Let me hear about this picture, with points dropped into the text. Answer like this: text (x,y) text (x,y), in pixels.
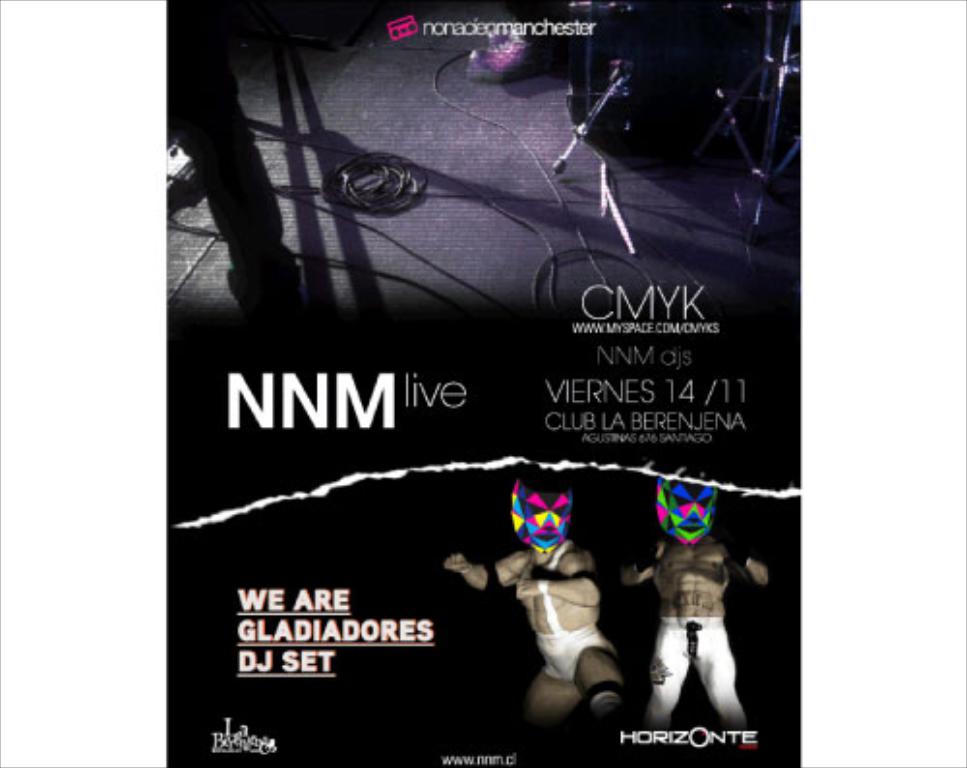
In the picture I can see the poster (456,453). On the poster (705,575) I can see two persons (681,540) on the bottom right side (686,523) and there is a mask (669,522) on their face (572,497). These are looking like cables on the floor (461,240).
